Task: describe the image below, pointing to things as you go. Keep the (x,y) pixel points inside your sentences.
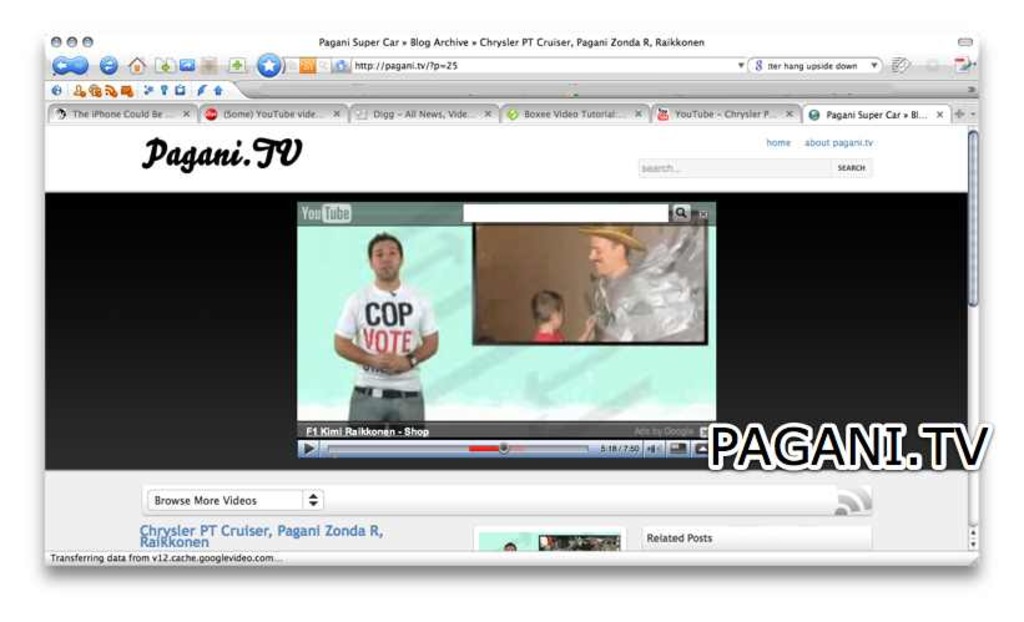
In the image it is a screenshot of a screen (341,350) and it has a website page (566,233) and different options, there is a video (369,279) being displayed in the website (354,249).
